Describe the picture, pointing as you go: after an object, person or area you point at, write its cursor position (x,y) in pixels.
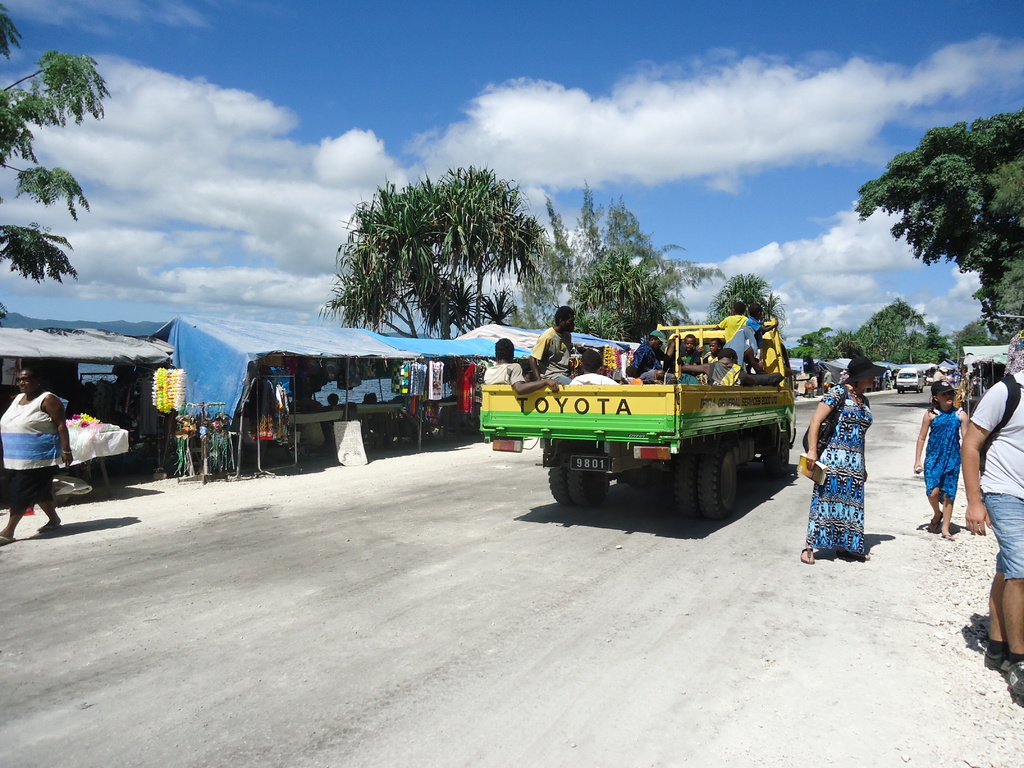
In this image I can see few people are on the vehicle (614,417). To the side I can also see few more people (835,544) are standing on the road (601,612). These people (20,412) are wearing the different color dress (49,490). To the side I can see some tents (3,348) and stalls (474,358). In the background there is one more vehicle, many trees (455,176) and the sky (319,71).
